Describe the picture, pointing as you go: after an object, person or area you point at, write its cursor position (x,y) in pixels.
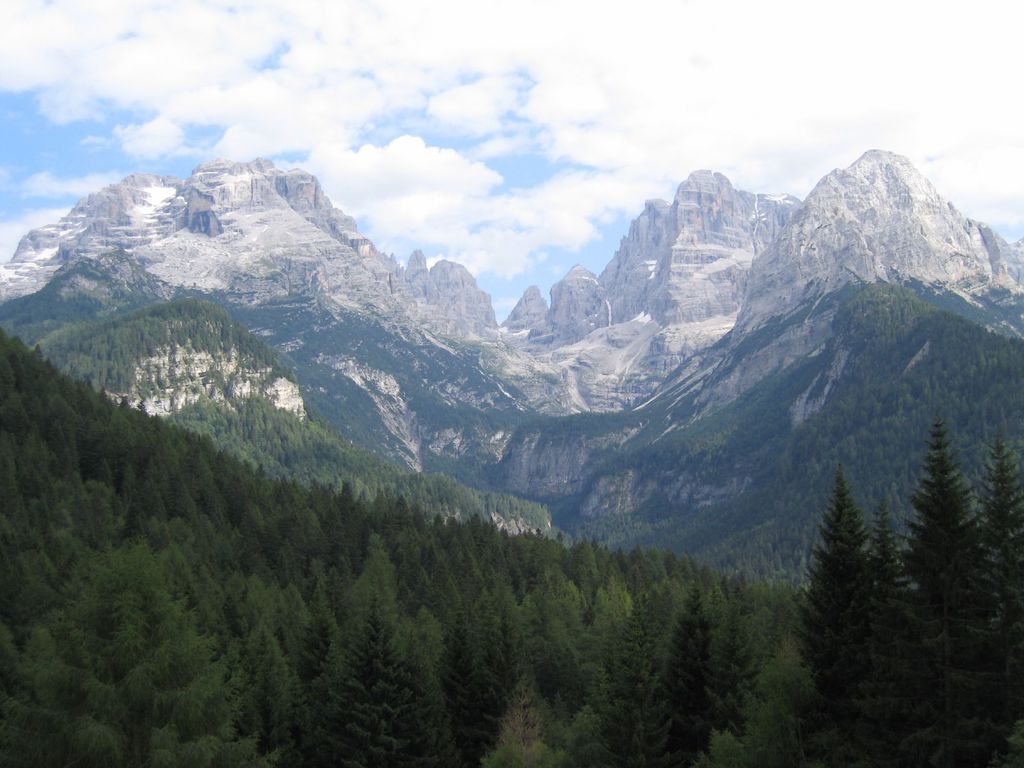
In this picture we can see a beautiful view of the trees (244,657) in the front (244,657) bottom side. Behind there are some huge mountain (608,358) and on the top (464,23) we can see the sky (733,37) and clouds (212,65).
